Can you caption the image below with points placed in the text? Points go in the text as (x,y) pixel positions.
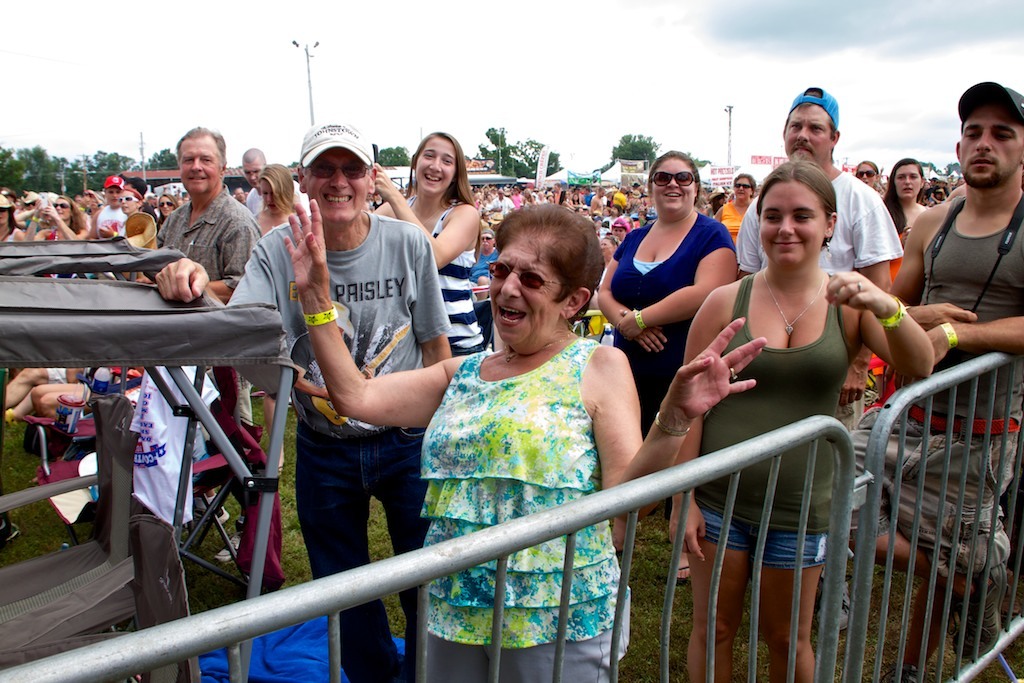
In the image we can see there are lot of people (458,211) standing on the ground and there's grass (301,572) on the ground (660,512). Behind there are tents (516,176) and there are lot of trees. The people (323,310) are wearing yellow colour hand bands (323,310) in their hand (935,340).
